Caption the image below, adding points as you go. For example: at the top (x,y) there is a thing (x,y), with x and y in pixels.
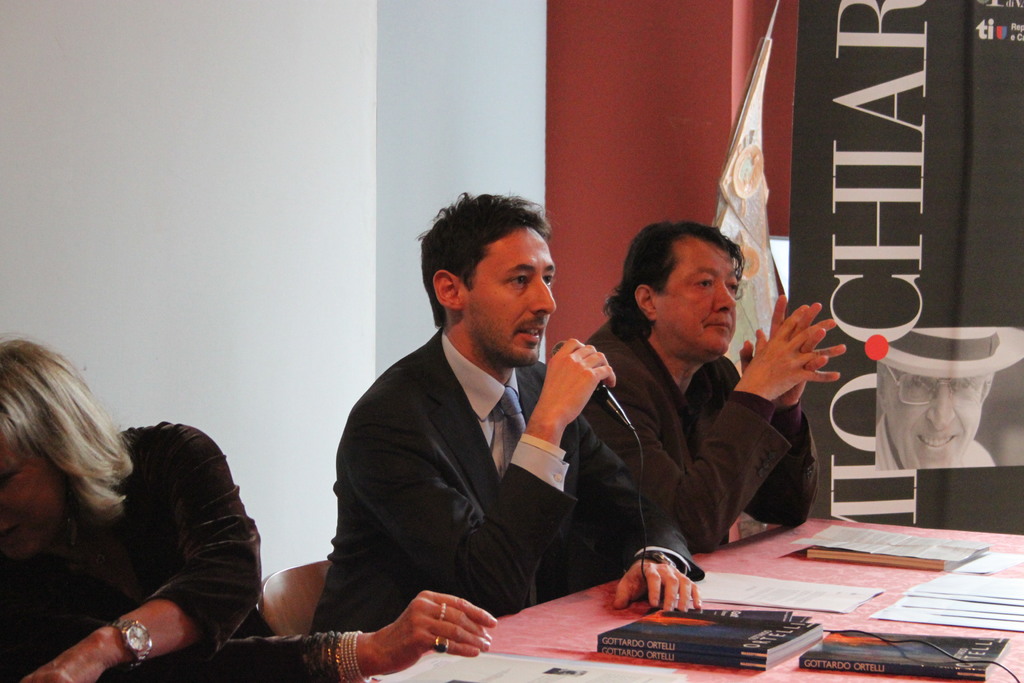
In this image we can see three people (413,453) sitting on the chairs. In that a man (625,562) is holding a mic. We can also see a table (562,641) containing some books (993,653) and papers (896,617) on it. On the backside (874,520) we can see a wall (305,455) with some text (855,472) and the picture (979,455) of a person (922,455) on it.
